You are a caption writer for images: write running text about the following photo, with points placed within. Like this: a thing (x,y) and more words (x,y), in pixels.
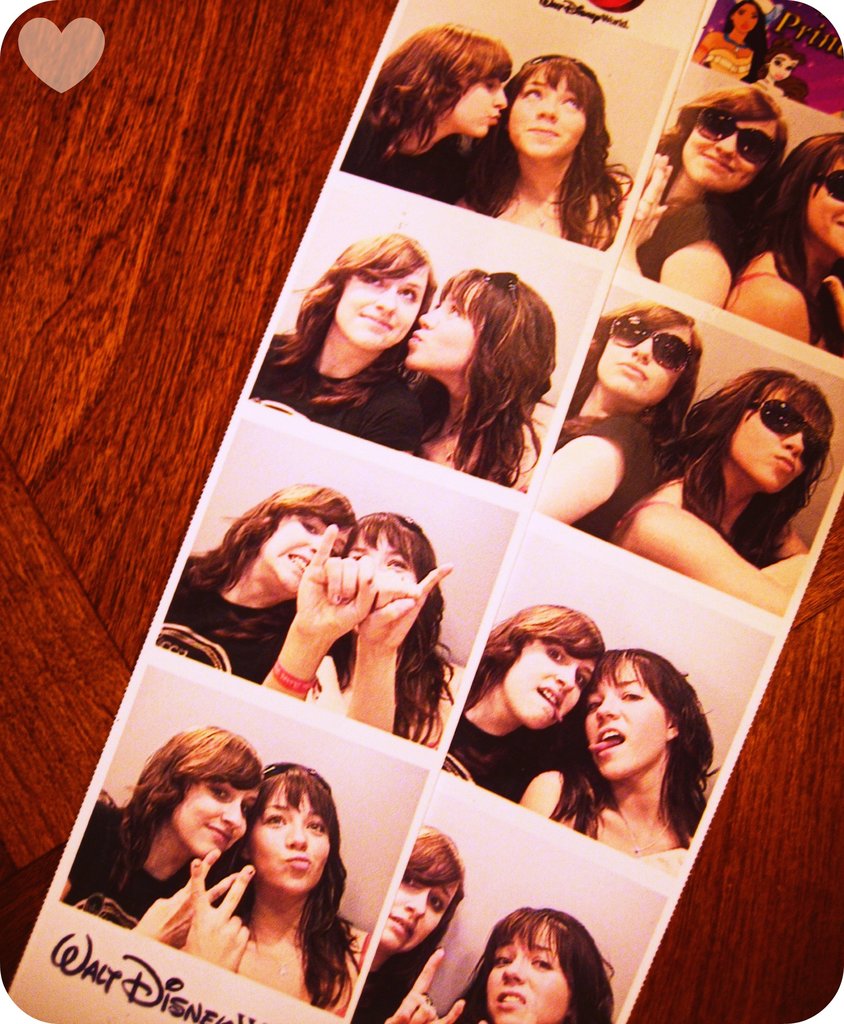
In this image we can see a collage (569,810) of picture photos (316,691) on the table (126,518) and one heart symbol (75,75) in the top left side (62,54) corner of the image. In these two photos (557,17) we can see two women (472,417) and some text (111,978).
